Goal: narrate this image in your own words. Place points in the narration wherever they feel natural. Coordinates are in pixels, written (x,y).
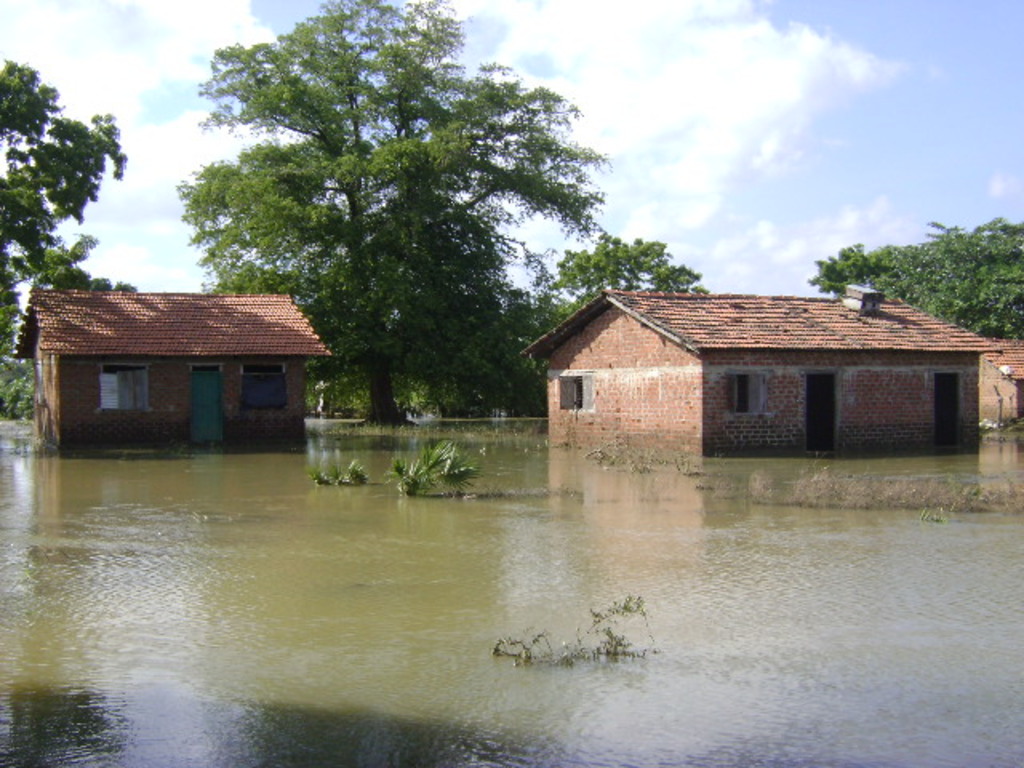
In this picture I can see the building (224,375) and house (253,429). At the bottom (475,648) I can see the water (500,616) and grass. In the background (466,211) I can see many trees (495,328). In the top right (869,71) I can see the sky (787,63) and clouds (773,62).
